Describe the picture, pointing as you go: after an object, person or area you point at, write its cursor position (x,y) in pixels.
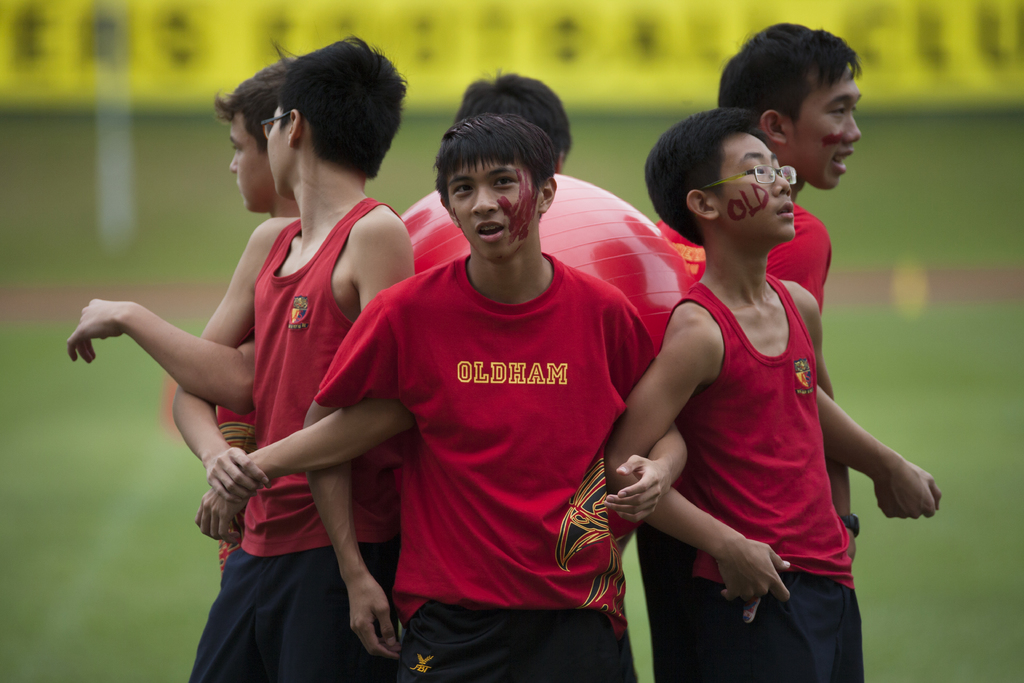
In the image we can see there are kids (576,324) standing around the gym ball (627,239).
